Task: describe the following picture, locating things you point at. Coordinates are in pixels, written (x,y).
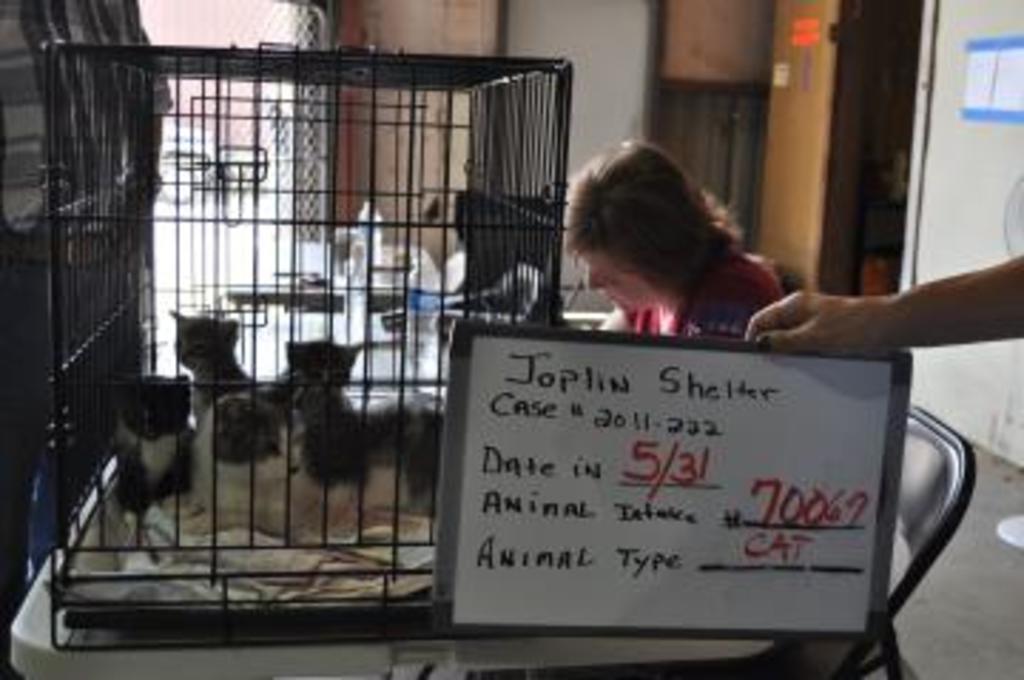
In the picture we can see a table (751,647) on it we can see a cage (546,77) with some cats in it and near the table (182,668) we can see a woman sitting and just beside her we can see a person hand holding some board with some information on it and behind her we can see a wall (623,63) with entrance (827,220).
